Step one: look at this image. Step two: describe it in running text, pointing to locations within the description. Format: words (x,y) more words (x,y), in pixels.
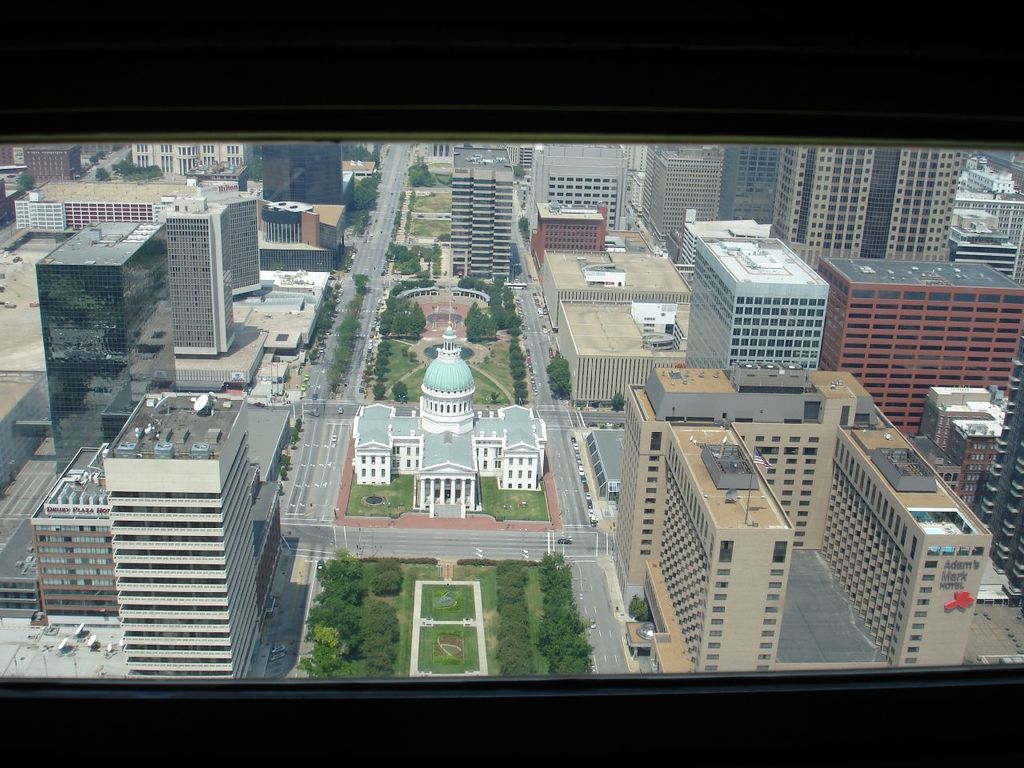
In the foreground of this picture (148,37) we can see the window (12,713) and through the window (56,105) we can see the buildings (785,467), trees (380,621), plants (382,609), green grass (496,373), vehicles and the mansion (456,431) and many other objects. On the right (953,582) we can see the text (952,577) on the wall (934,569) of the building (938,658).
